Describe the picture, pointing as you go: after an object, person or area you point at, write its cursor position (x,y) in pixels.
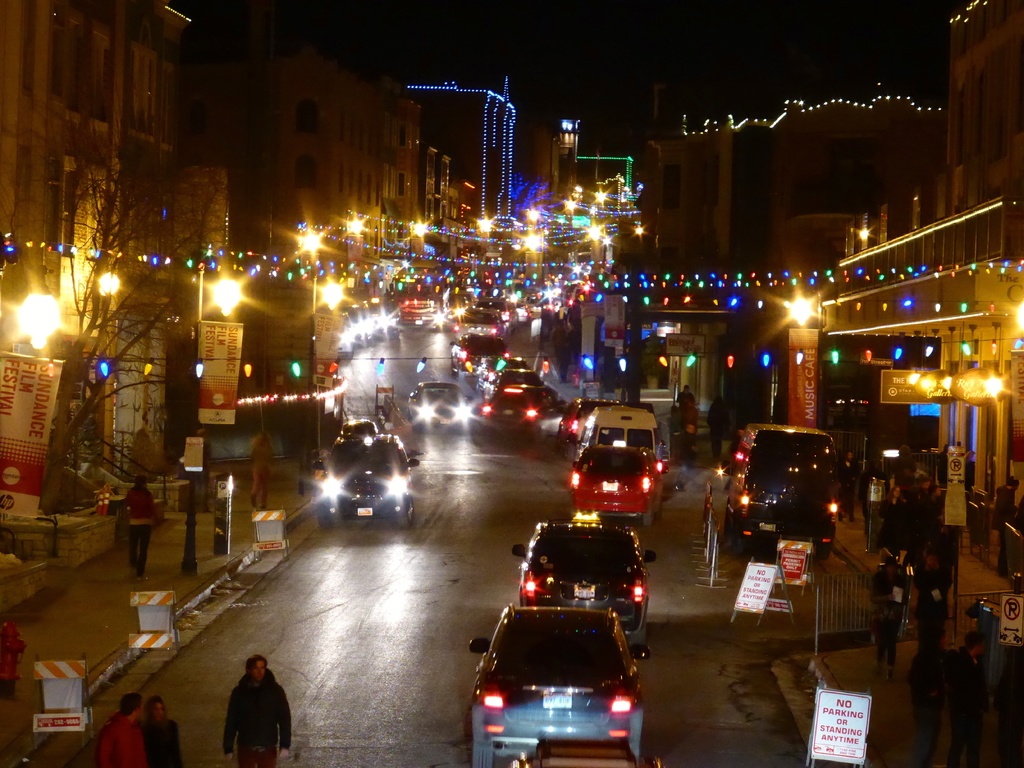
Here in this picture we can see number of cars (535,561), trucks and vans (768,505) present on the road (671,465) over there and we can see buildings (264,218) present on either side of the road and we can see people (142,528) standing and walking on the road (701,472) here and there and we can see banners (24,451) and hoardings (819,725) and light posts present over there and in the middle (467,368) we can see decoration lights (407,277) present all over there and we can see trees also present over there.
